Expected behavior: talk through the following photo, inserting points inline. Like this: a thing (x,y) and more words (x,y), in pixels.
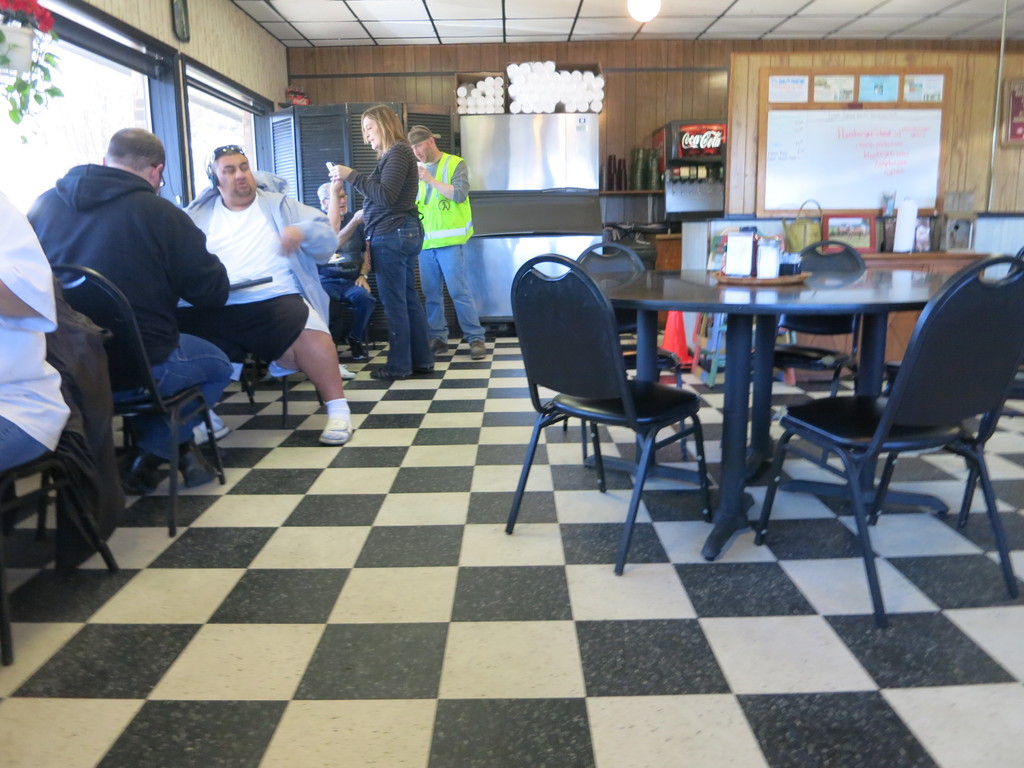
In this image I can see few tables (790,291) and few chairs (939,342) on the right side (737,303). On the left side (210,389) I can see number of people (346,235) where two of them are standing and rest all are sitting on chairs (91,526). In the background (657,155) I can see a soda machine (681,178), few boards (917,183), a light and on the top left corner of this image (20,1) I can see a plant (19,2). In the background (495,103) I can also see number of white colour things (480,99) and few other stuffs (512,143).
